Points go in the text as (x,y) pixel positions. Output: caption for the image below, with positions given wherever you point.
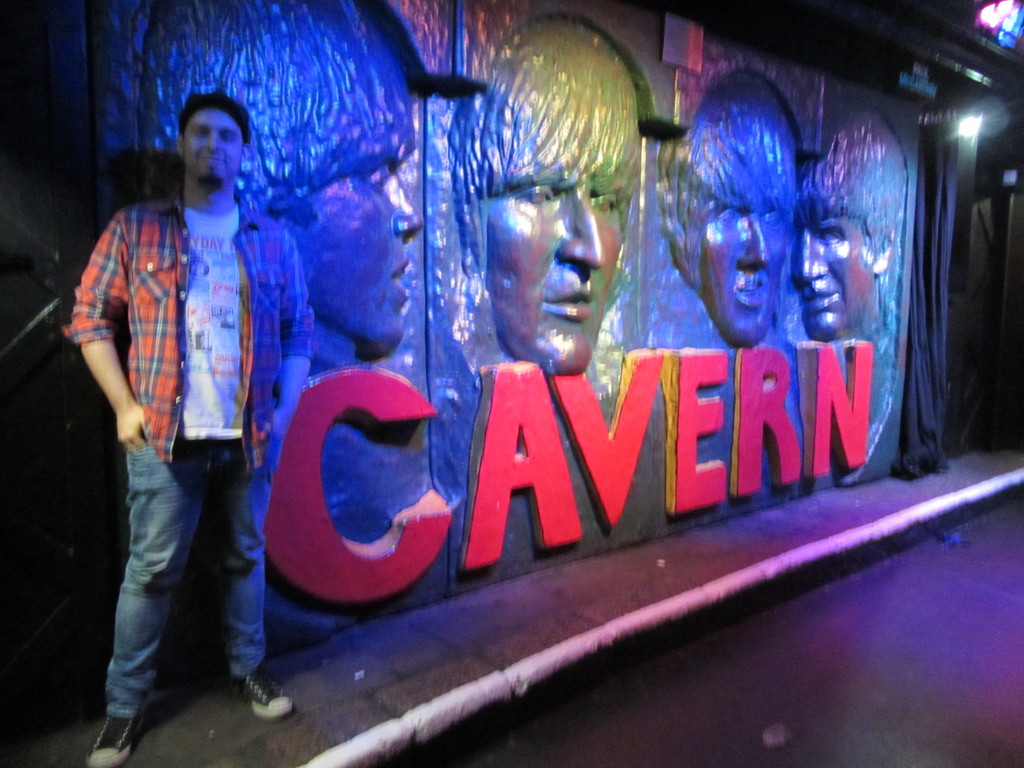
In this picture there is a man (154,285) who is wearing shirt (280,295), t-shirt (211,353), jeans (253,582) and shoe (127,748). He is standing near to the wall (574,475). On that we can see a person's designed faces (632,167). On the top right corner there are lights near to the door (1016,258).
